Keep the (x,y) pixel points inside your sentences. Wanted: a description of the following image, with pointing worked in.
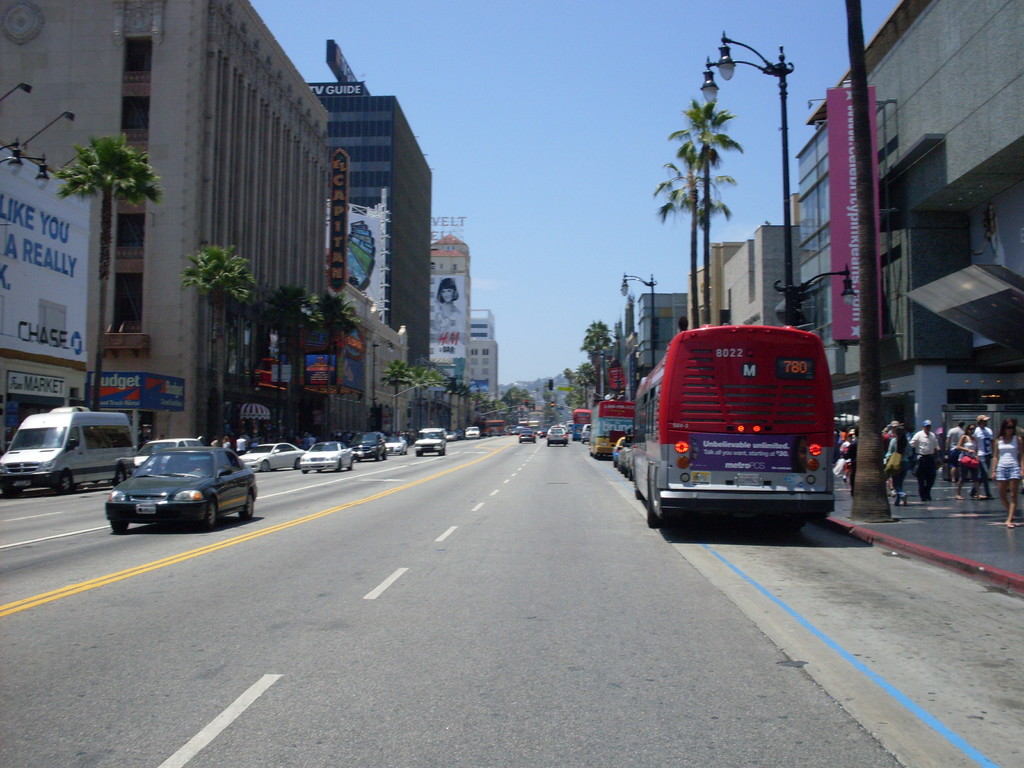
In this image we can see a road (285,572) on which there are some vehicles (207,520) moving and some are parked, there are some persons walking through the footpath (964,531) and we can see some trees (394,387), buildings (459,326) on left (194,251) and right side of the image (871,371).
